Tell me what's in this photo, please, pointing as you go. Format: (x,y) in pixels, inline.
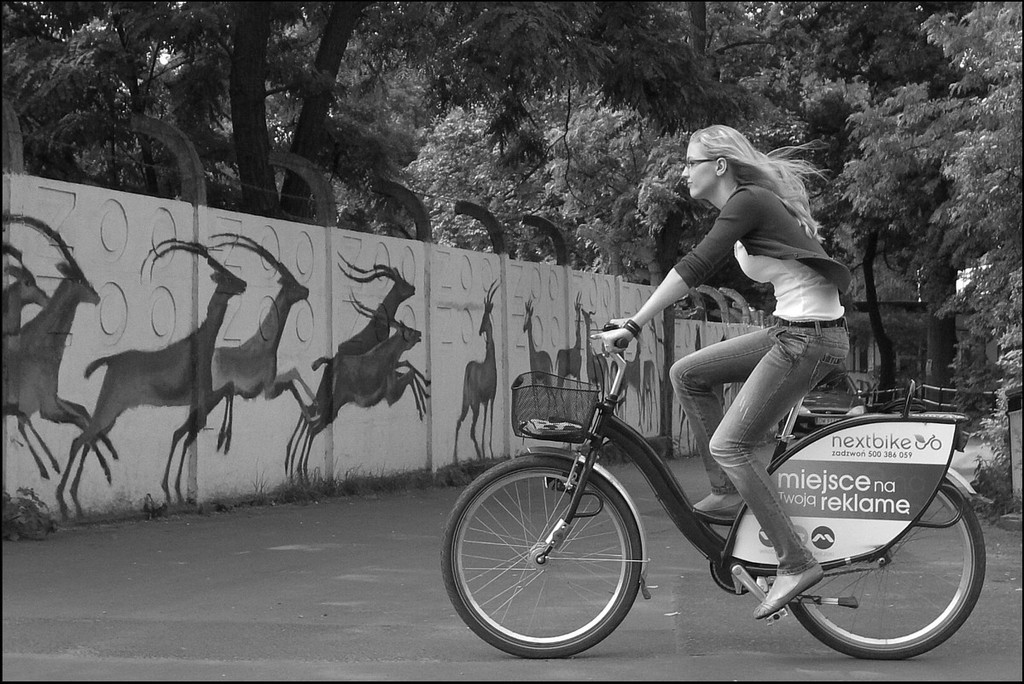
This is a picture where we can see a girl (725,382) riding a bicycle (826,478) has a black band (636,325) on her left hand (611,329) and opposite to her there is a wall (139,375) on which there are the paintings of a deer (267,336) and there are some trees (817,109) around her.
